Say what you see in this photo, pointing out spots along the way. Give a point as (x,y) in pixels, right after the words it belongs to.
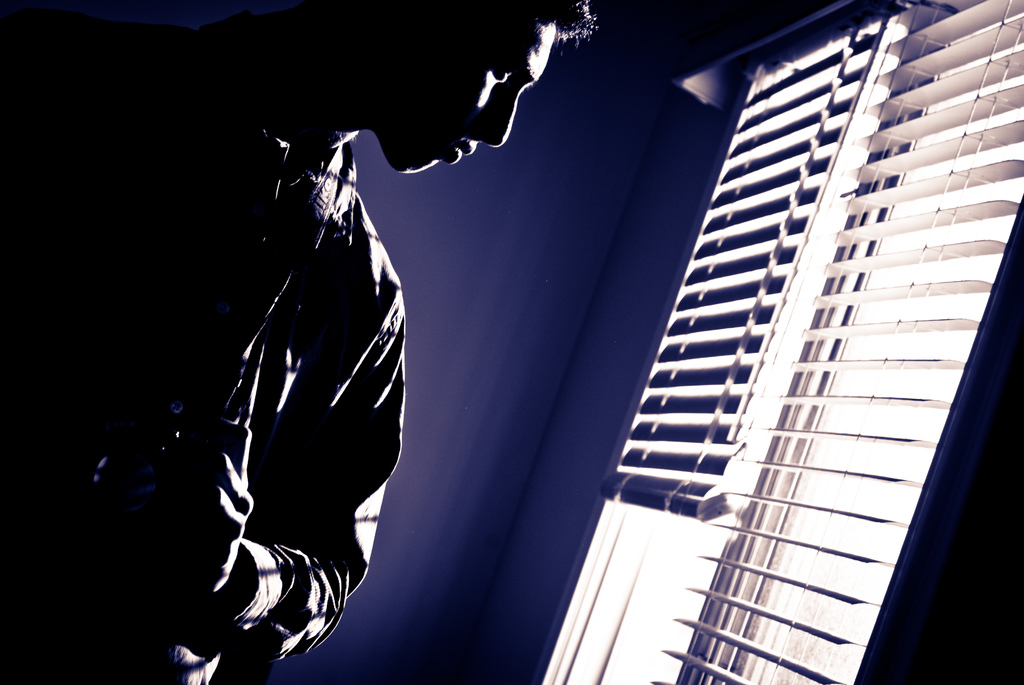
In this picture I can see a man (243,118) standing in front (48,104) and on the right side of this picture (886,234) I can see the window (952,233). In the background (746,15) I can see the wall (588,46). I see that this picture is a bit in dark.
